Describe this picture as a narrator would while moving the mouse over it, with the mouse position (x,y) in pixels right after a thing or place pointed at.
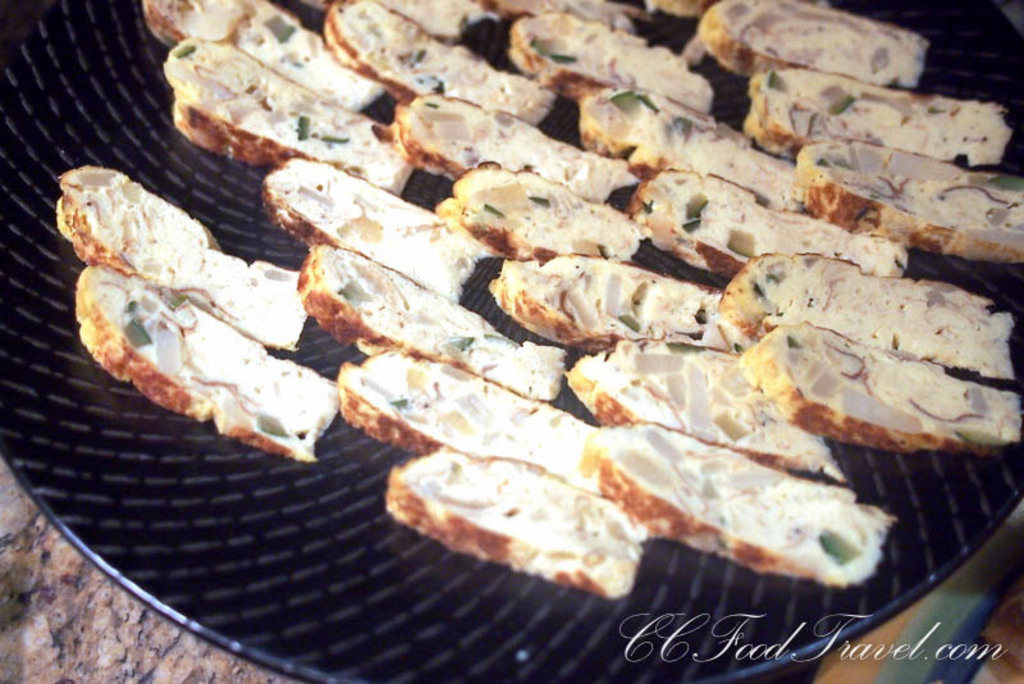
Here we can see food items (457,225) in a plate (228,510). At the bottom corners on the left (74,614) and right side (917,660) there is an object (85,624).
